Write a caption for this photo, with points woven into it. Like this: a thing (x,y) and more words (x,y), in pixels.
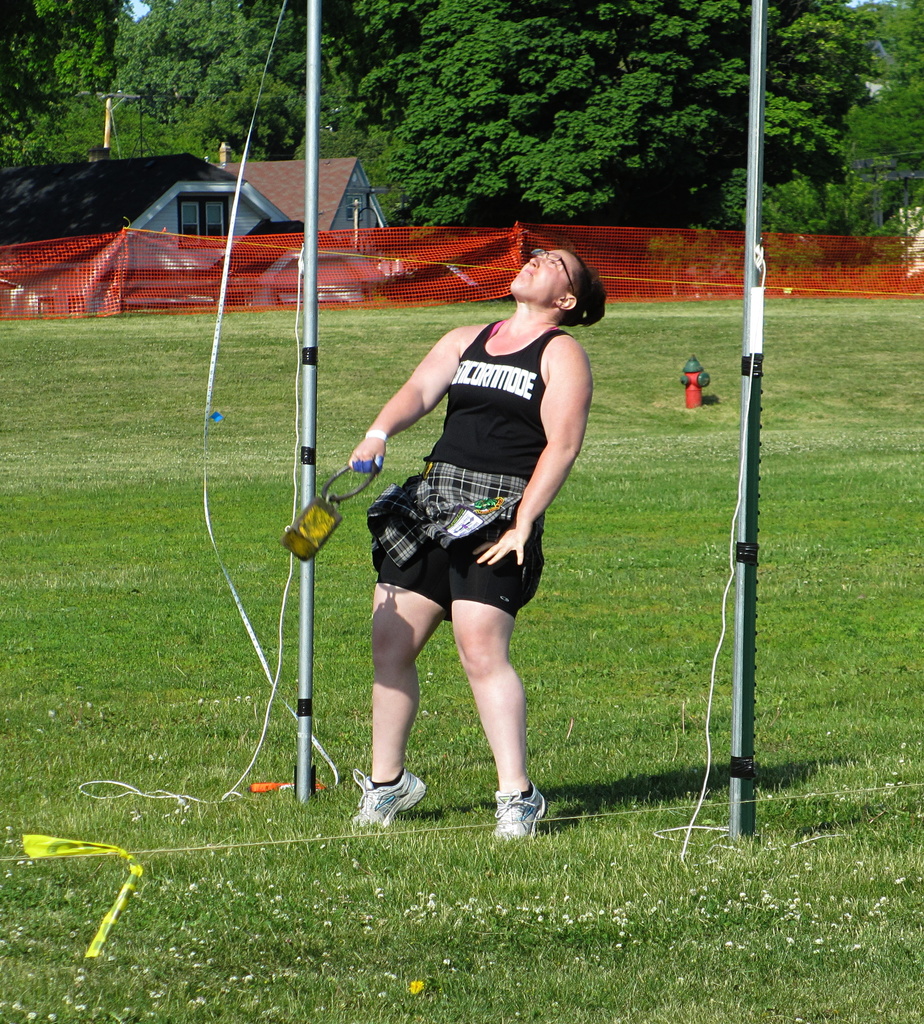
In the center of the image (501,534) we can see a person (437,617) standing and holding an object (327,507). In the background (204,293) there is a net (437,246) and sheds (166,234). We can see poles (306,287). There are trees (417,87). At the bottom (417,846) there is grass (404,883).
